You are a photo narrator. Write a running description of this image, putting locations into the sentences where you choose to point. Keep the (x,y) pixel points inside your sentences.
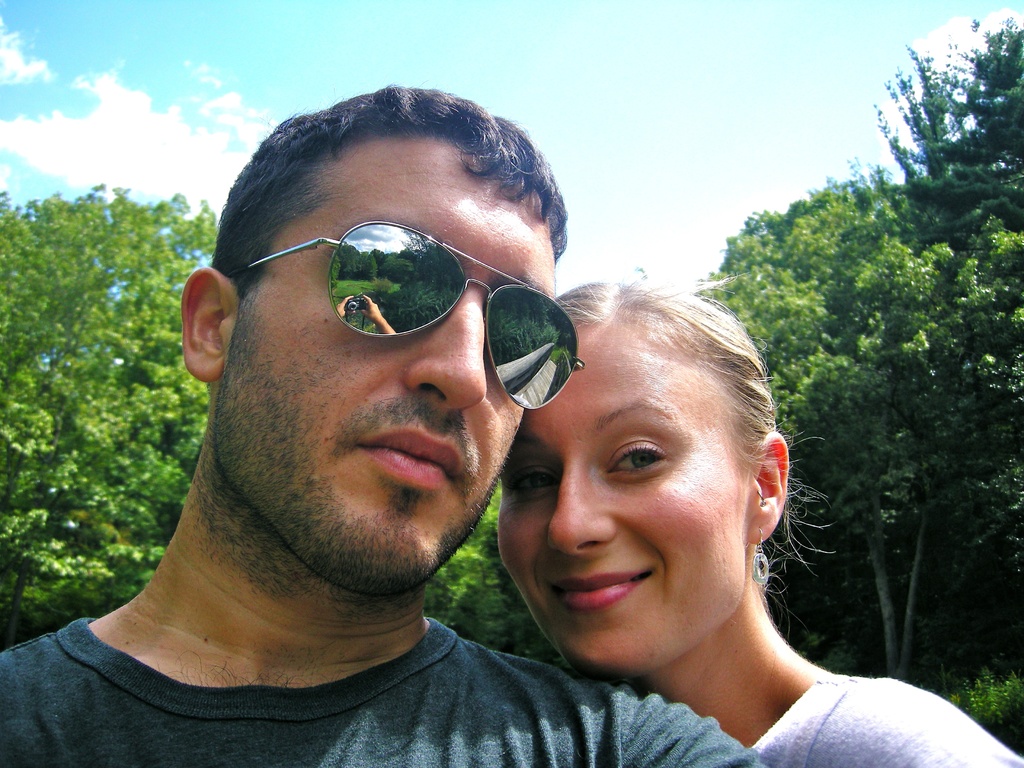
There is a man (550,730) wearing glasses (509,334) and a woman (738,524) in the foreground area of the image (538,367), there are trees (15,628) and the sky (125,118) in the background (125,118).
